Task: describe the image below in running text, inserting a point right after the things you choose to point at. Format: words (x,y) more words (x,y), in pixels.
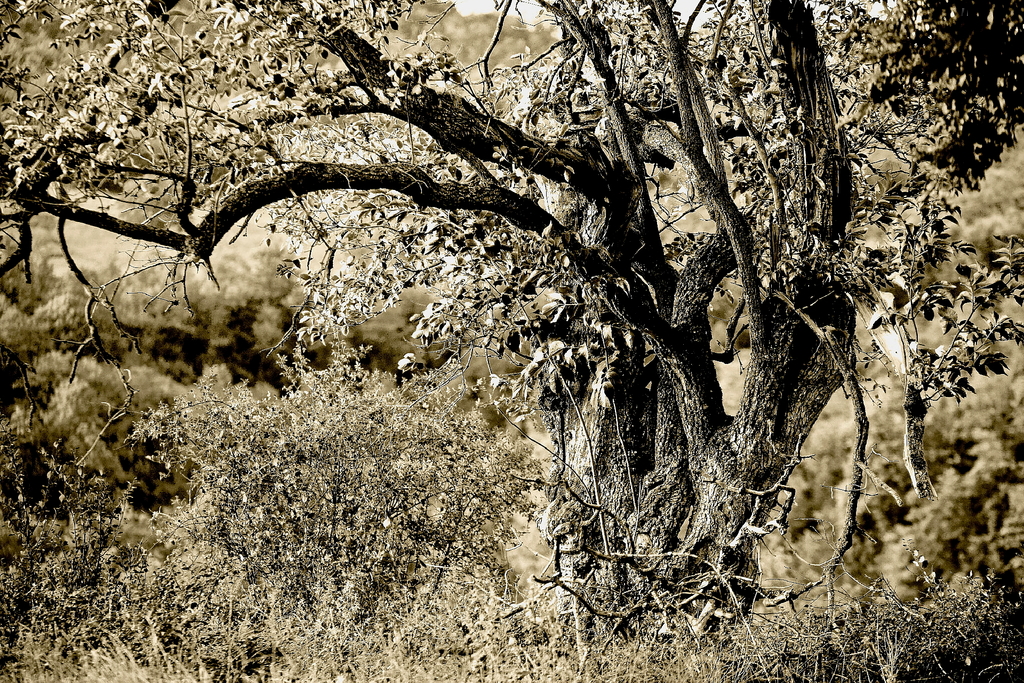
In this picture I can see few trees (350,194) and plant (975,637) and I see that this is an edited picture.
